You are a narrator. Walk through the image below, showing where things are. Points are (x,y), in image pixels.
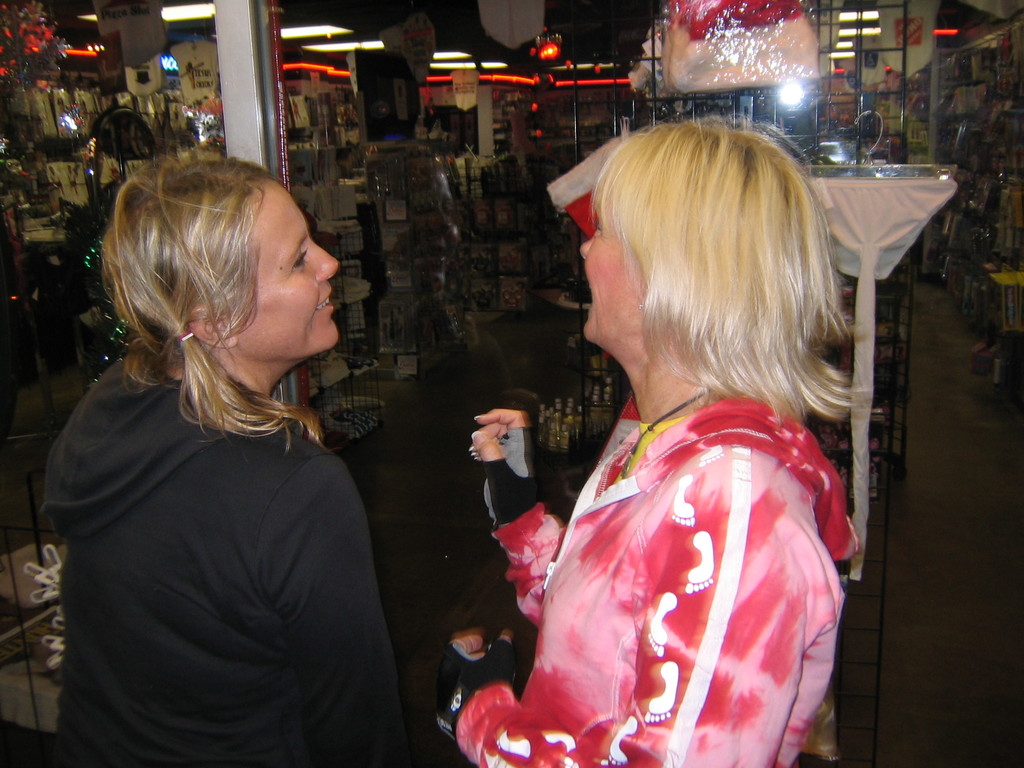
In this image we can see two ladies (581,660) standing. In the background (614,99) there are stalls (362,216) and we can see things (84,105) placed in the shelves (177,131). At the top (202,13) there are lights (855,34).
